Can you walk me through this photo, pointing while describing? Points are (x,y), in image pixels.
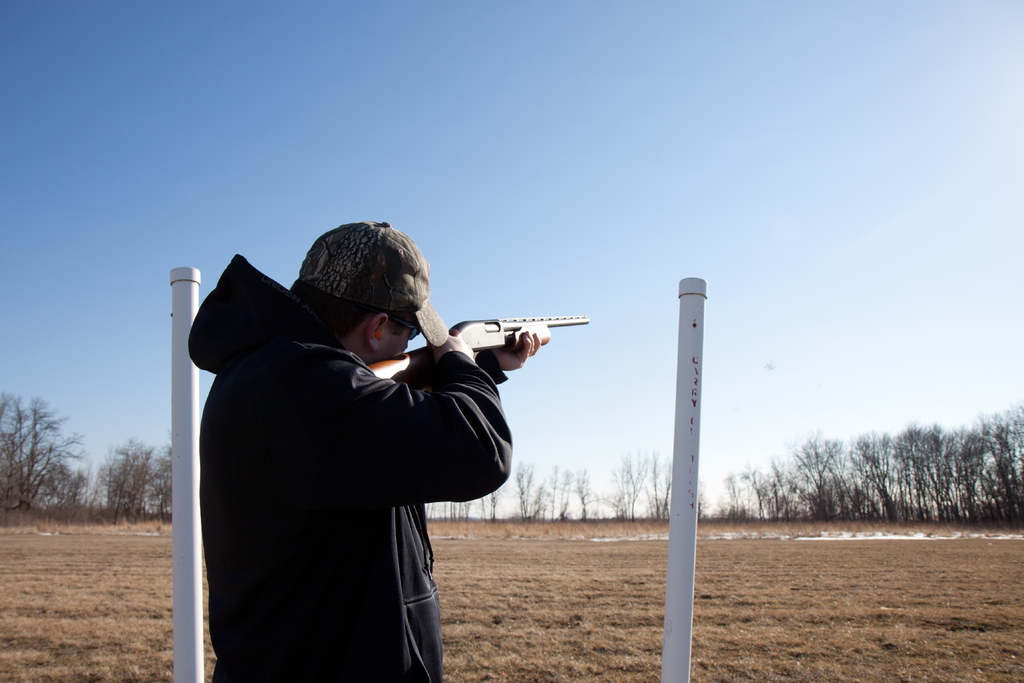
The man (260,468) in black jacket (282,511) who is wearing a cap (397,246) is holding a rifle (539,328) or gun (403,358) in his hand (458,344) and shooting something. In front of him, we see two white poles (689,641). At the bottom of the picture (554,665), we see the dry grass (554,665). There are many trees (824,444) in the background (974,482). At the top of the picture (425,163), we see the sky (455,251).
